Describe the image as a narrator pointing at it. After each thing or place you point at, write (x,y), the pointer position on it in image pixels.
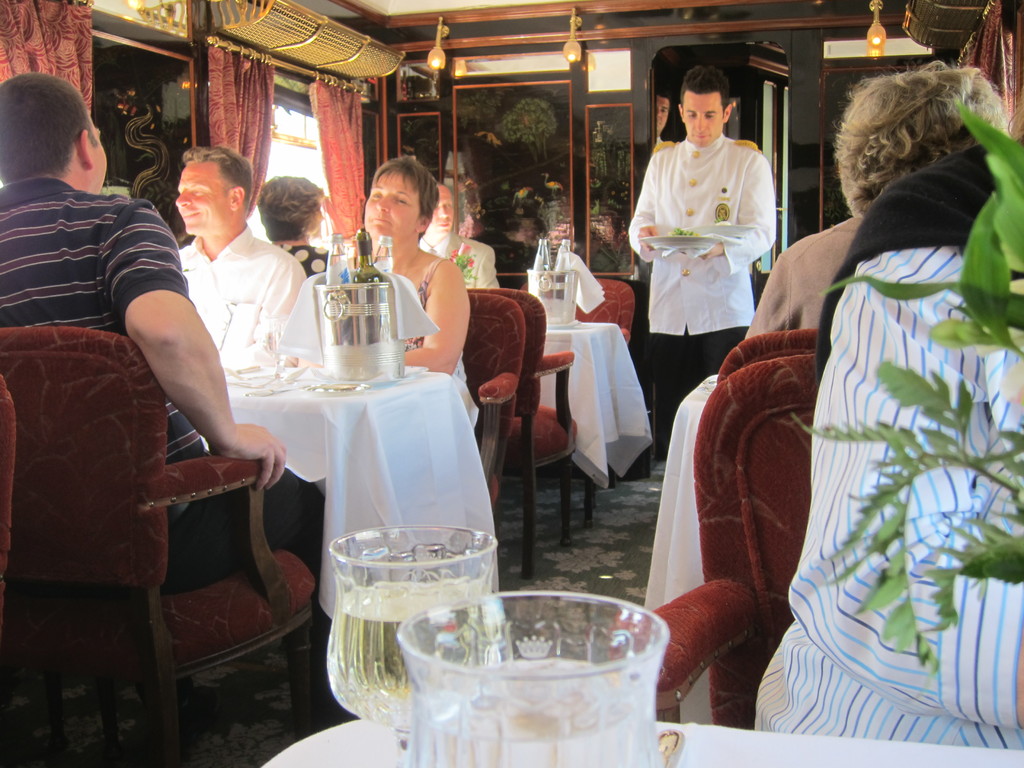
In this picture I can see glasses (488,587) of wine (436,594) and bottles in the buckets (360,336) on the tables (363,381), there are flower vases (1021,524) on the tables (967,751), there are group of people (782,675) sitting on the chairs (528,304), there is a person (652,206) standing and holding plates (693,237) with food (730,224) on them, there are curtains (355,148), windows (304,133), lights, window shutters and some other items (355,51).
